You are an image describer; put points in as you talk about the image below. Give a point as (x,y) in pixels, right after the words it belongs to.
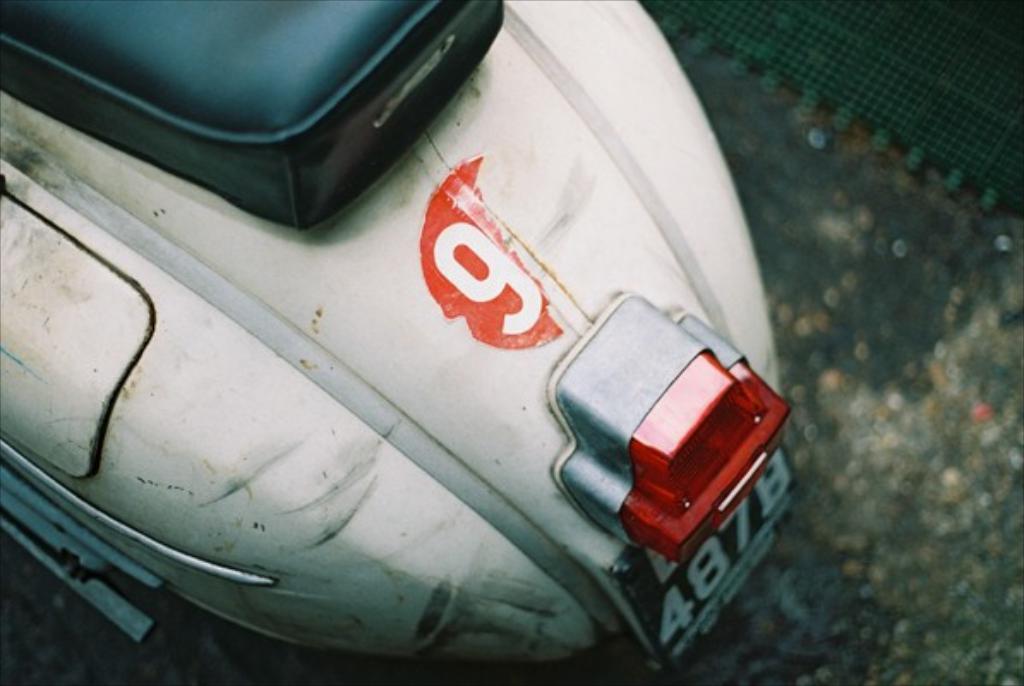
In this image in front (234,560) there is a scooter (606,410) on the road (868,376).
